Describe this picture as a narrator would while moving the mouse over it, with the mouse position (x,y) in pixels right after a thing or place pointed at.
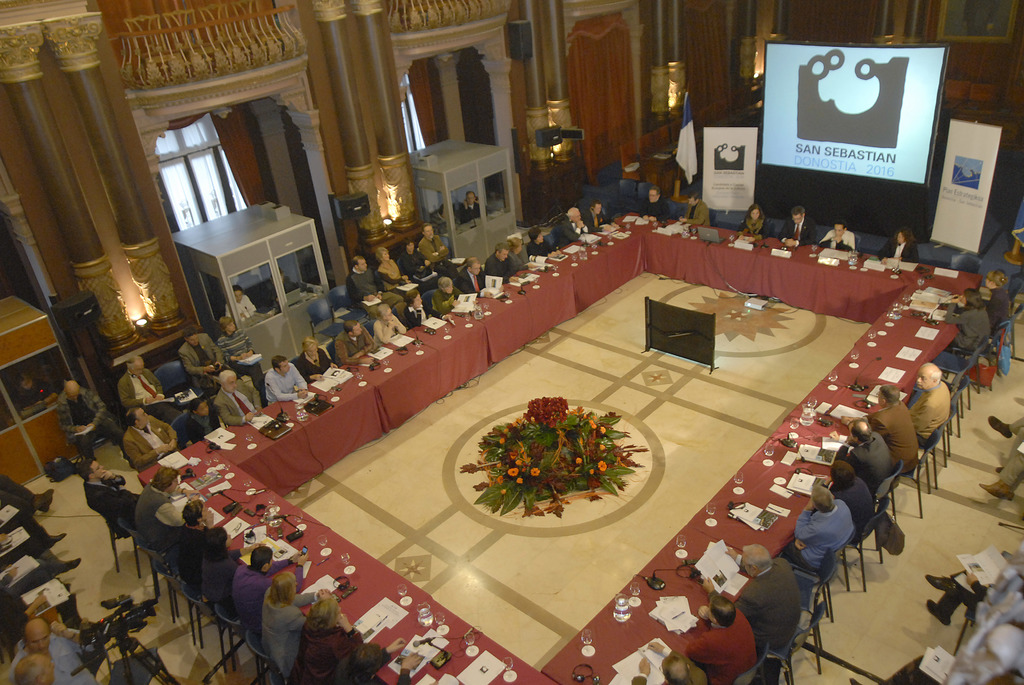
In this image I see number of people (358,274) in which all of them are sitting on chairs (216,631) and there are number of tables (451,349) on which there are number of things (273,436) and I see the floor (72,531) and I see the screen (819,85) over here on which there is something written and I see 2 boards (953,174) over here and I see the wall (106,70), pillars (533,122) and I see the window (211,175) over here.
